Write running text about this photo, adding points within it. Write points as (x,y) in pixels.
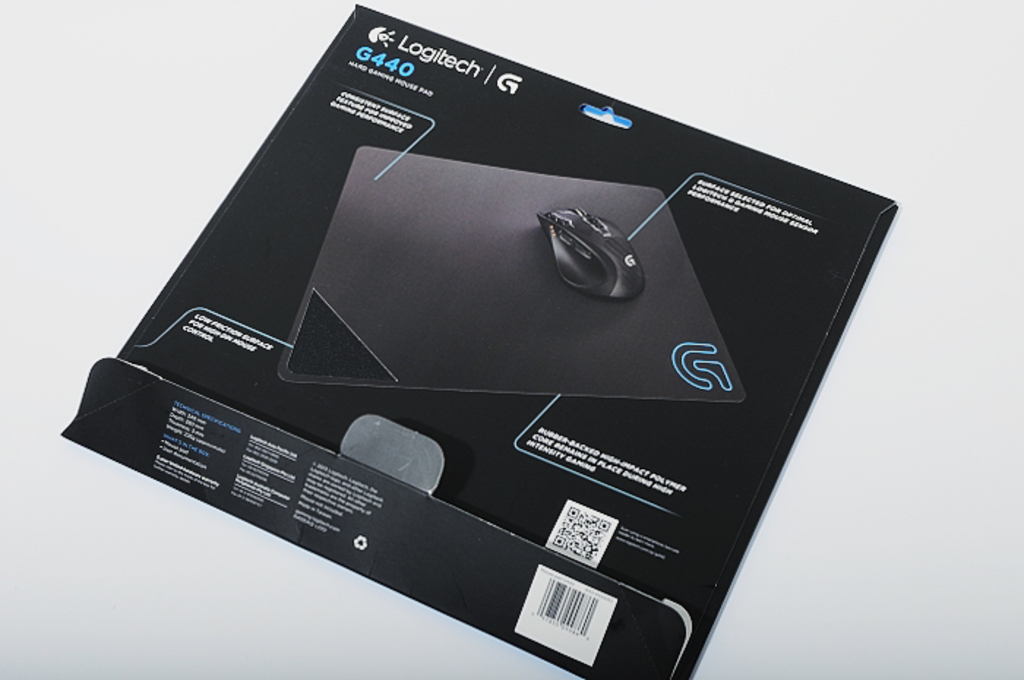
In this image there is a paper cover (670,226) having a picture (575,229) of a mouse (561,217) and some text (407,124) are on it. Background (84,515) is in white color.
